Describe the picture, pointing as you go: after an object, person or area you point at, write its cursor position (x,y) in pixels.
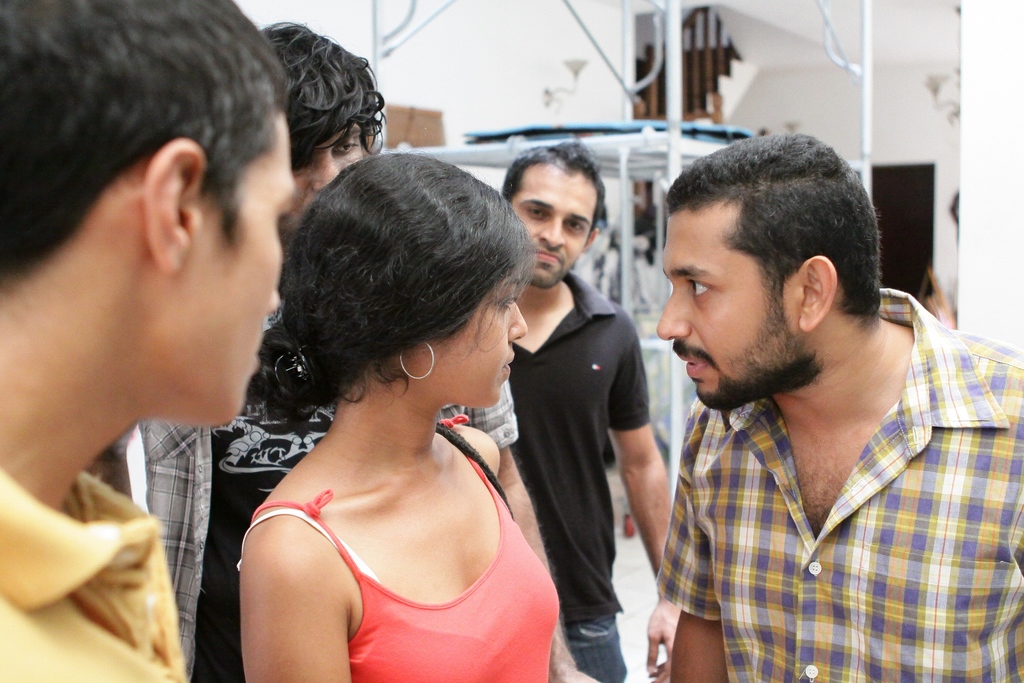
In this image there are group of people (331,268) standing, and at the background (678,93) there is a stall (652,165), poles (668,115), lights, building (886,132), staircase (737,80), door (922,165).
